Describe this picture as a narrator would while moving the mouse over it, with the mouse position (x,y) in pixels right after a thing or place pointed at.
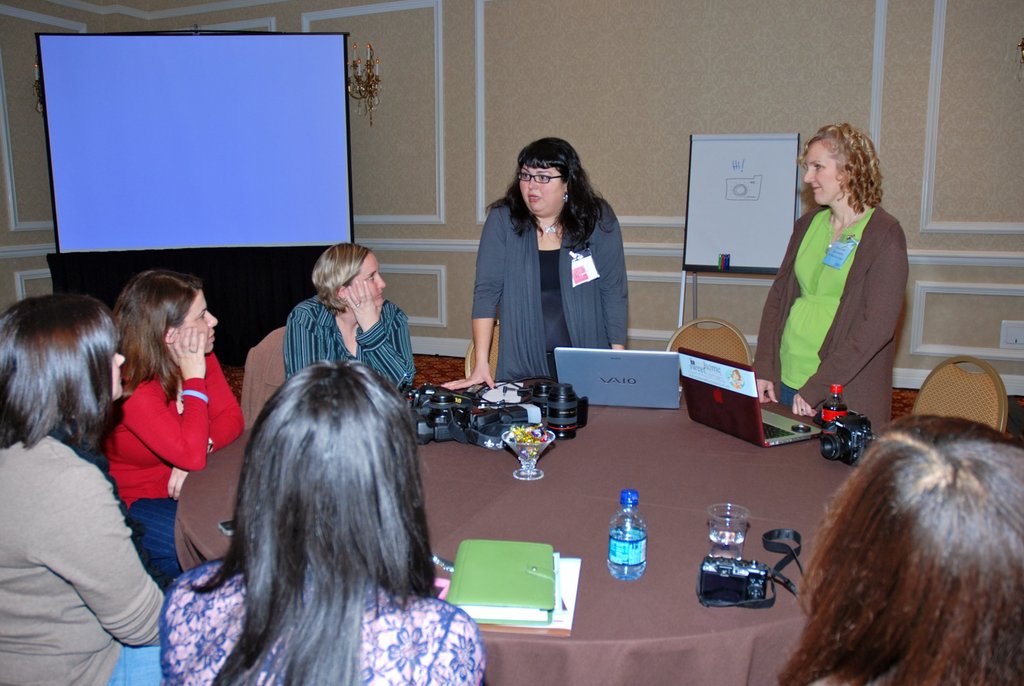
This picture shows a group of people (38,327) seated on the chair (996,408) and we see couple of cameras (856,431) and water bottle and books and two laptops (693,371) on the table (572,632) and we see a projector screen (314,44) and we see two women (592,205) standing and speaking.
